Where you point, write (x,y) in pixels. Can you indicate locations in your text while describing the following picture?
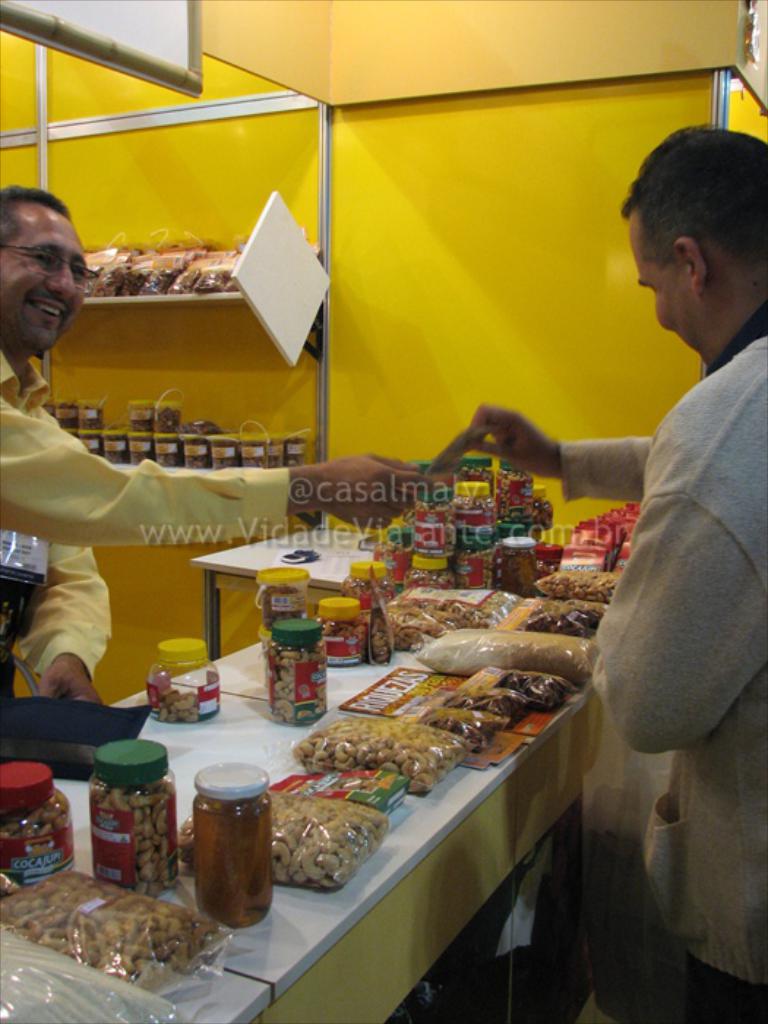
In this image we can see two men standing in front of a table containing some food (444,592) in containers (509,490) and covers (587,664). On the backside (274,461) we can see some food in the containers (94,443) which are placed in the shelves (132,300).
